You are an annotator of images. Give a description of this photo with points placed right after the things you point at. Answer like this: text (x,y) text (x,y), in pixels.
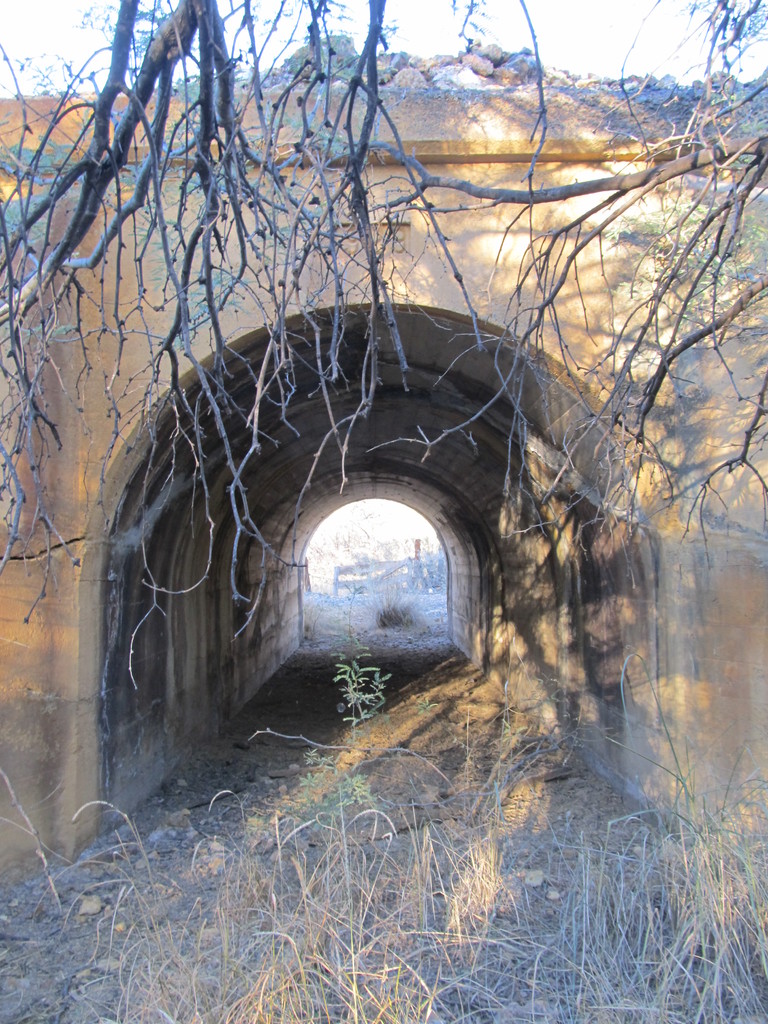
In the foreground of this image (337,993), there are dry plants (488,966) at the bottom (702,944) and a tree (238,137) without leaves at the top (229,62). In the middle (508,622), there is an arch (246,336) to a wall (724,634) and we can also see stones (465,70) and sky (501,42) at the top (464,61).
